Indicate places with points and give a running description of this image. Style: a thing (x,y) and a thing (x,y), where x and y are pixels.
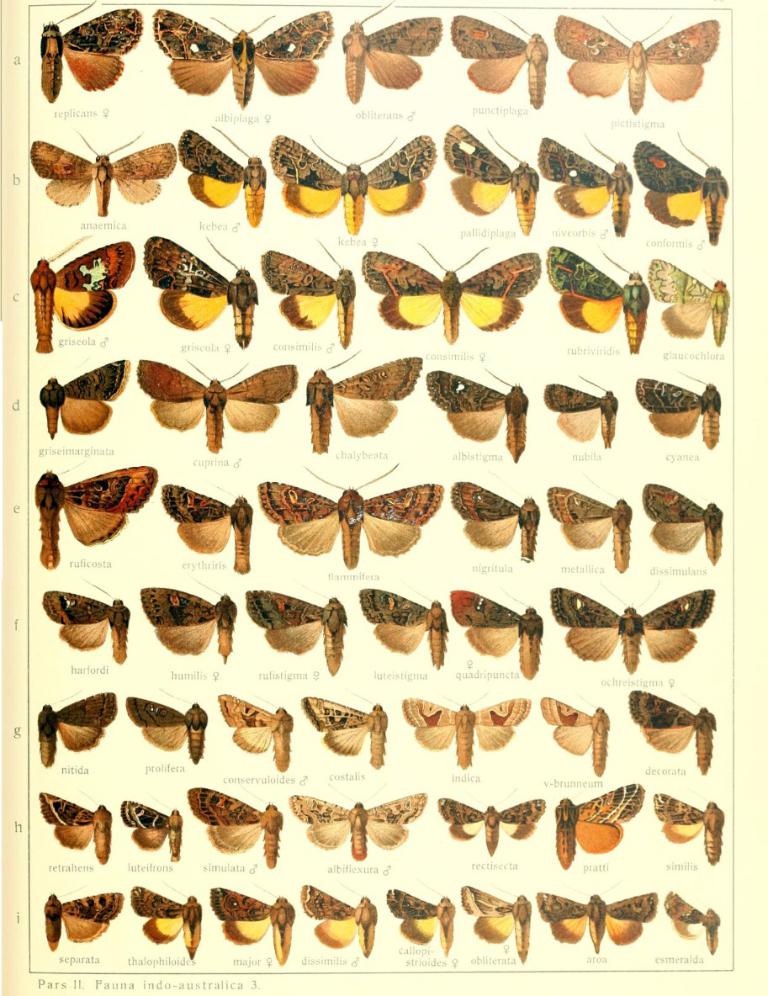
In this picture there are images (231,197) of butterflies (350,195) and some text (347,581) on each butterfly (231,408).
